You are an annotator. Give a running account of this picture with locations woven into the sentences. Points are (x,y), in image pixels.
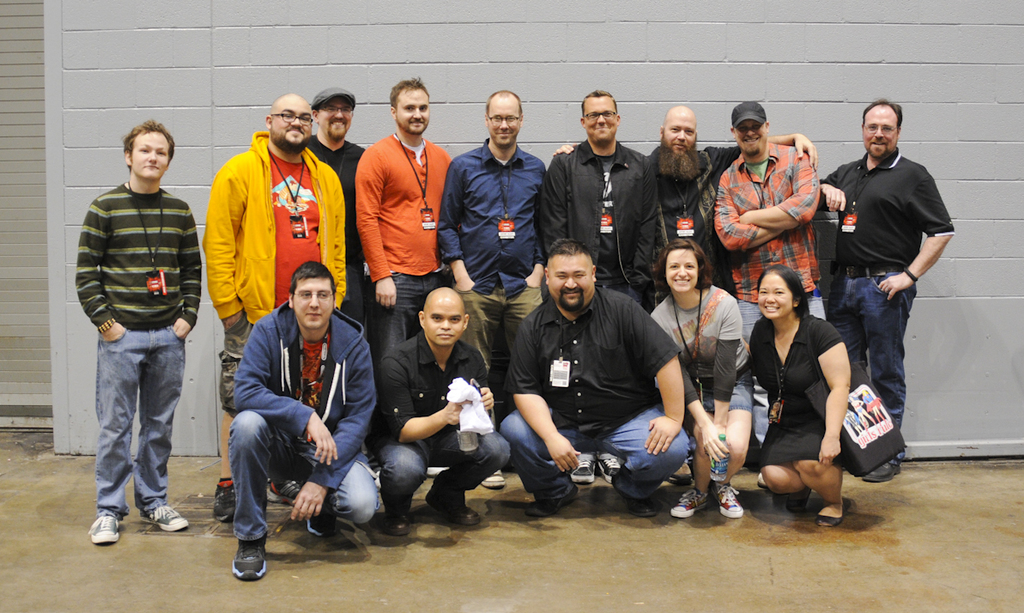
In this picture I can see a group of people (526,288) among them some are standing and some are sitting. In the background (464,123) I can see a white color wall (486,98). Among these people (554,324) I can see some are wearing caps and smiling. On the right side (834,413) I can see a woman (815,420) is carrying a bag (845,429).
